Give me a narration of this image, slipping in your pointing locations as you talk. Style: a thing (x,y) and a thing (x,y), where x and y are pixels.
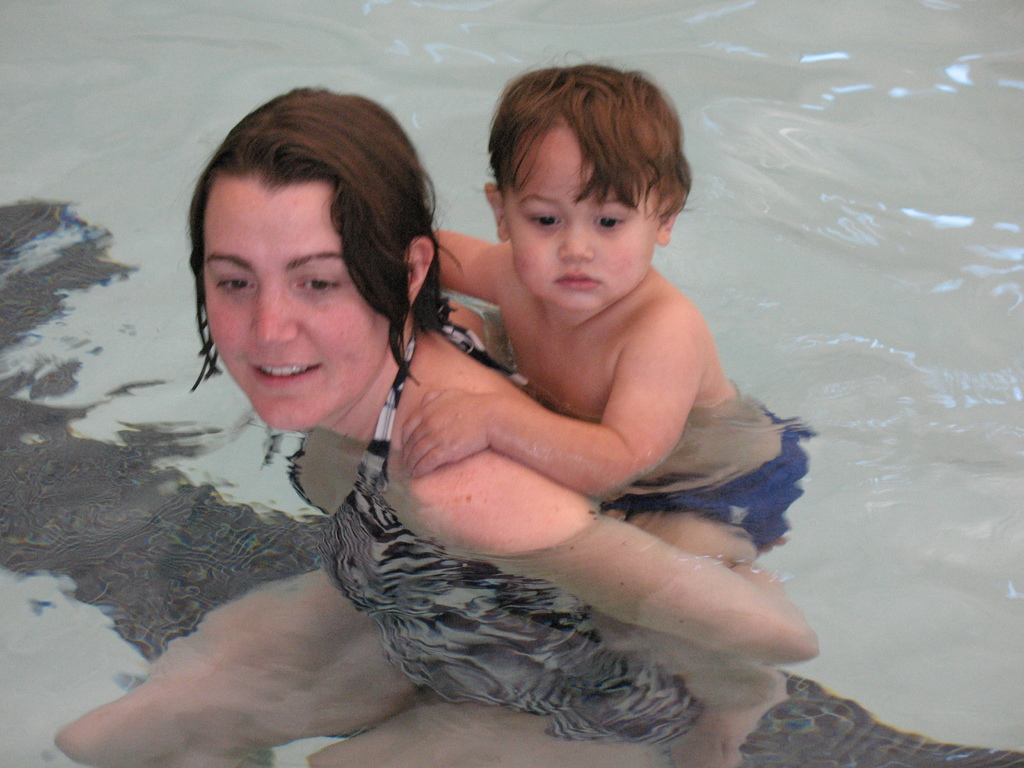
There is one woman (504,473) and a kid (600,495) is present in the water (213,531) as we can see in the middle of this image (503,327).
